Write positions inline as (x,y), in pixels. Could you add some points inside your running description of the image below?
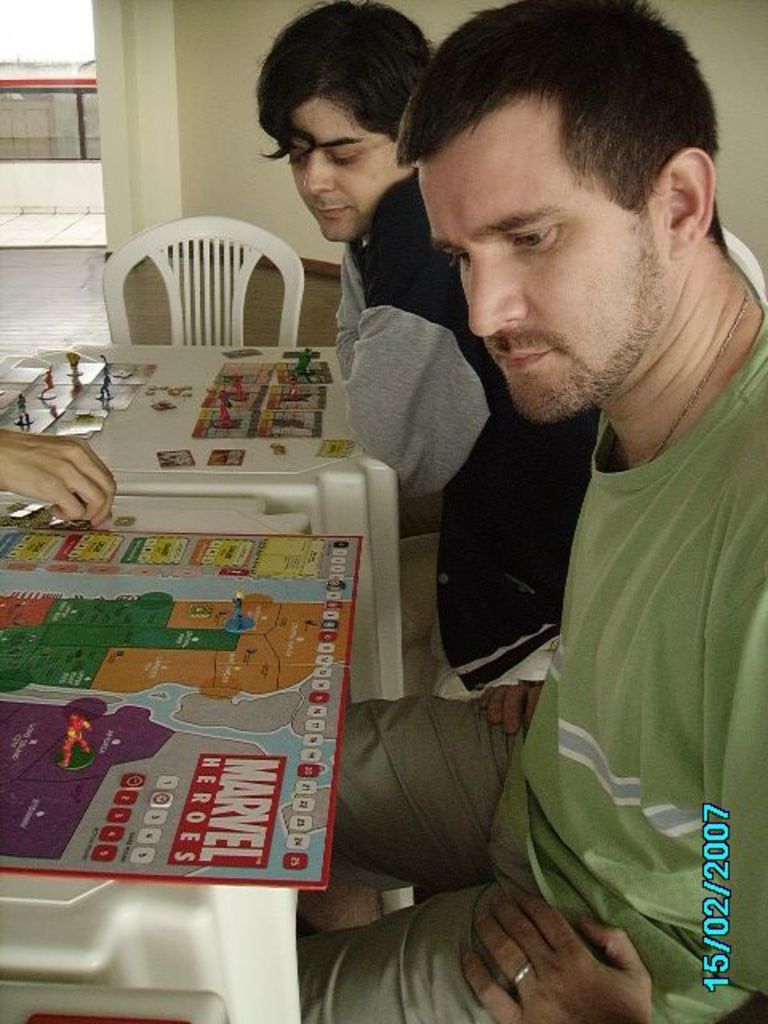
In this image I can see two people (303,162) and one hand (40,439) of a person (78,488). In the background (96,442) I can see a chair (180,284) and two tables (225,949).
